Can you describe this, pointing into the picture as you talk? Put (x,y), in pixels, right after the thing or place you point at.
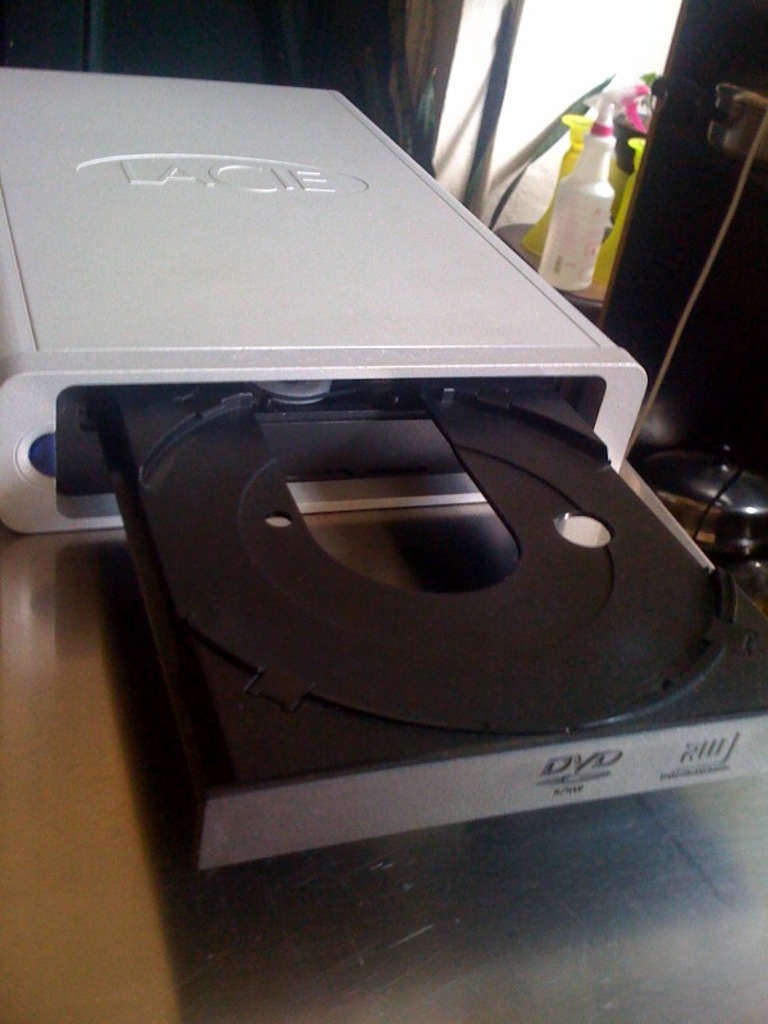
In the image there is a dvd player (329,482) on a table (128,981), In the background (604,247) there are spray bottles (602,192) on a stand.
